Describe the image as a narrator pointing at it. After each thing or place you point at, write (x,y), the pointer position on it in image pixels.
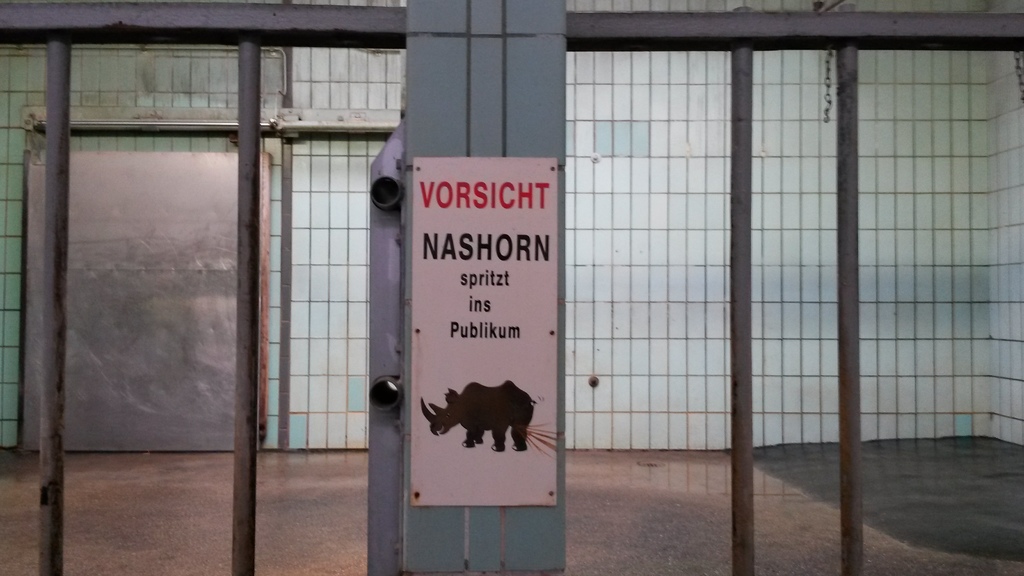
In this picture there is a sign board (484,275) and metal bars (181,8) in the center of the image (460,216).
